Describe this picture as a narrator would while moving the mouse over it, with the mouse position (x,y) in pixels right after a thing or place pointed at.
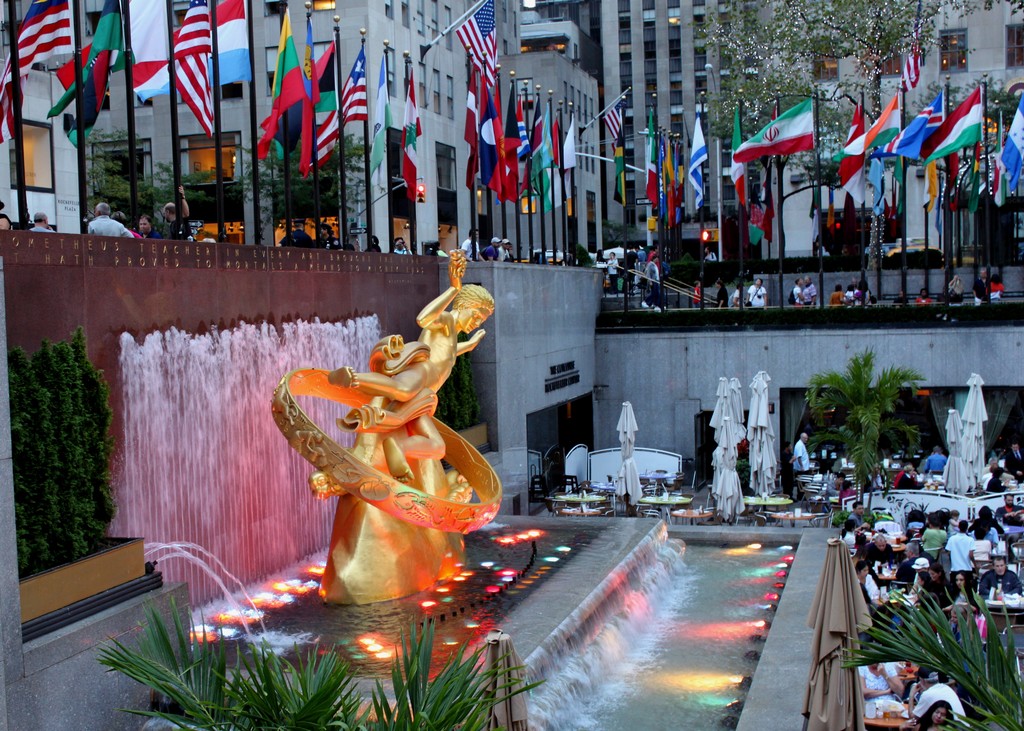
In this image I can see there are buildings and in front of the building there are persons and flags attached to it. And there are trees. And at the bottom (628,567) there is a statue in waterfall (632,579) with lights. And there are persons (909,473) sitting on the chair (820,501). And there is a table (762,502) with some objects (666,496). And at the side there is a cloth (828,587) which is tied to the rod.
